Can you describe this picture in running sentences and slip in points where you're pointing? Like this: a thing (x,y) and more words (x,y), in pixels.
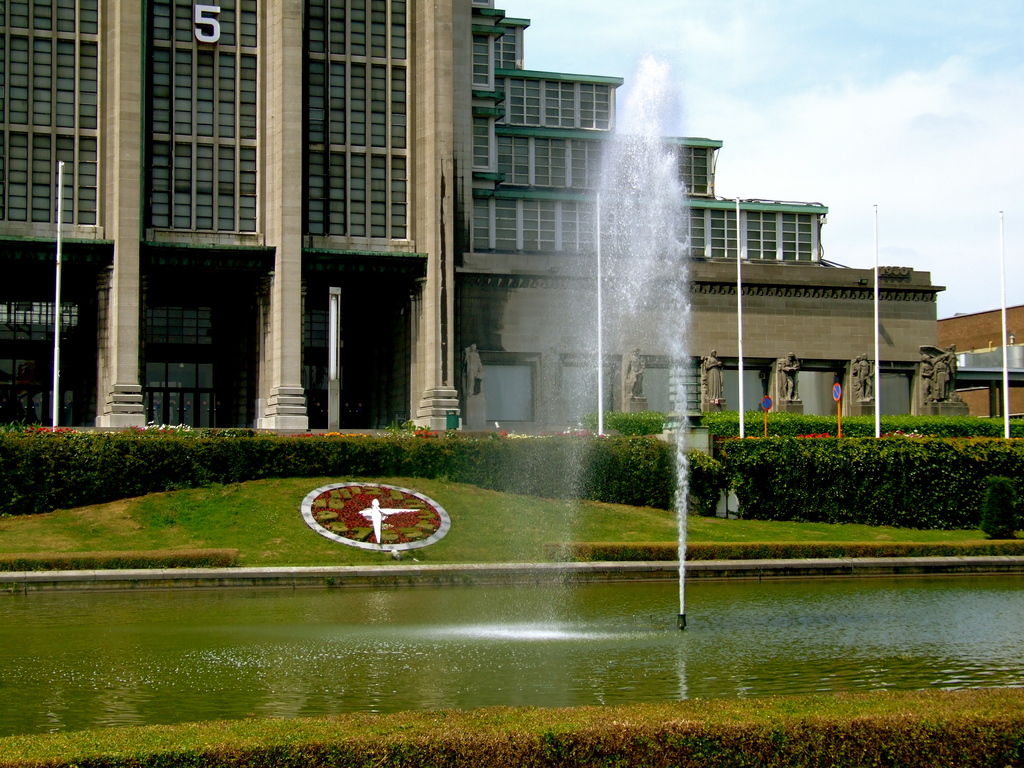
In this image we can see buildings (241,296), poles (339,318), pillars (413,344), sky (566,70) with clouds (968,136), statues (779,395), bushes (556,456), decor (378,497), water (358,627), fountain (643,100) and ground (904,536).
